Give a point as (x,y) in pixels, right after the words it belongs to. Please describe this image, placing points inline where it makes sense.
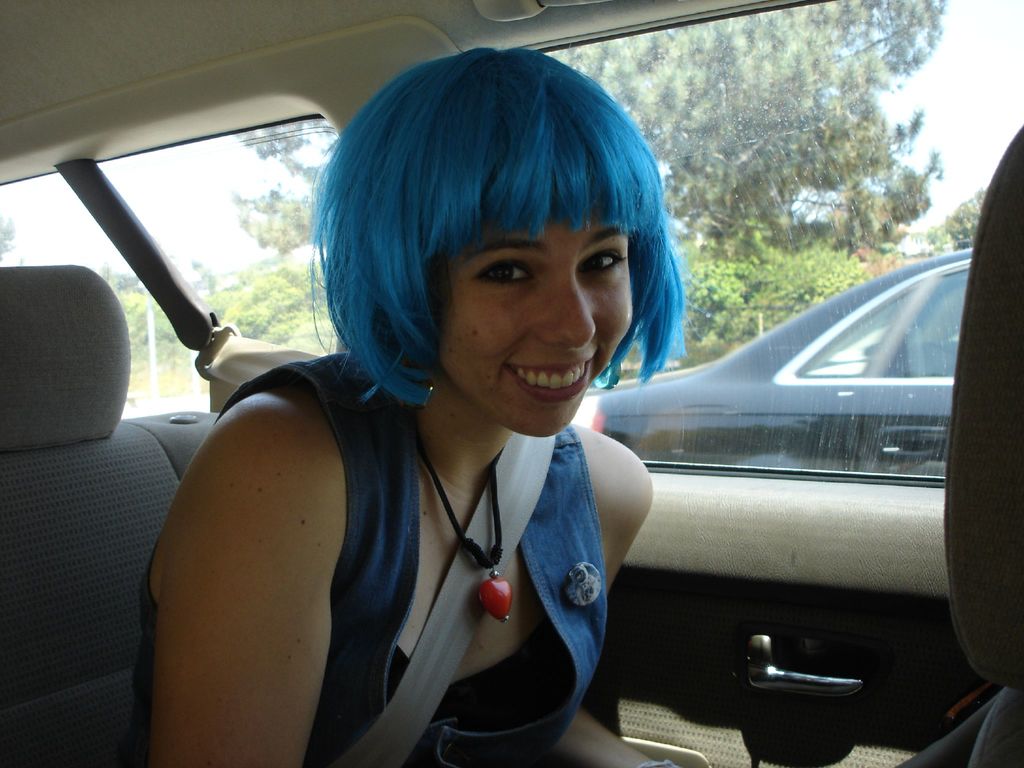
In this picture there is a woman (492,315) sat in the car (821,653) and she wear a seat belt (526,450) outside the another car (710,376) is there and back side we can see some trees (764,162).
